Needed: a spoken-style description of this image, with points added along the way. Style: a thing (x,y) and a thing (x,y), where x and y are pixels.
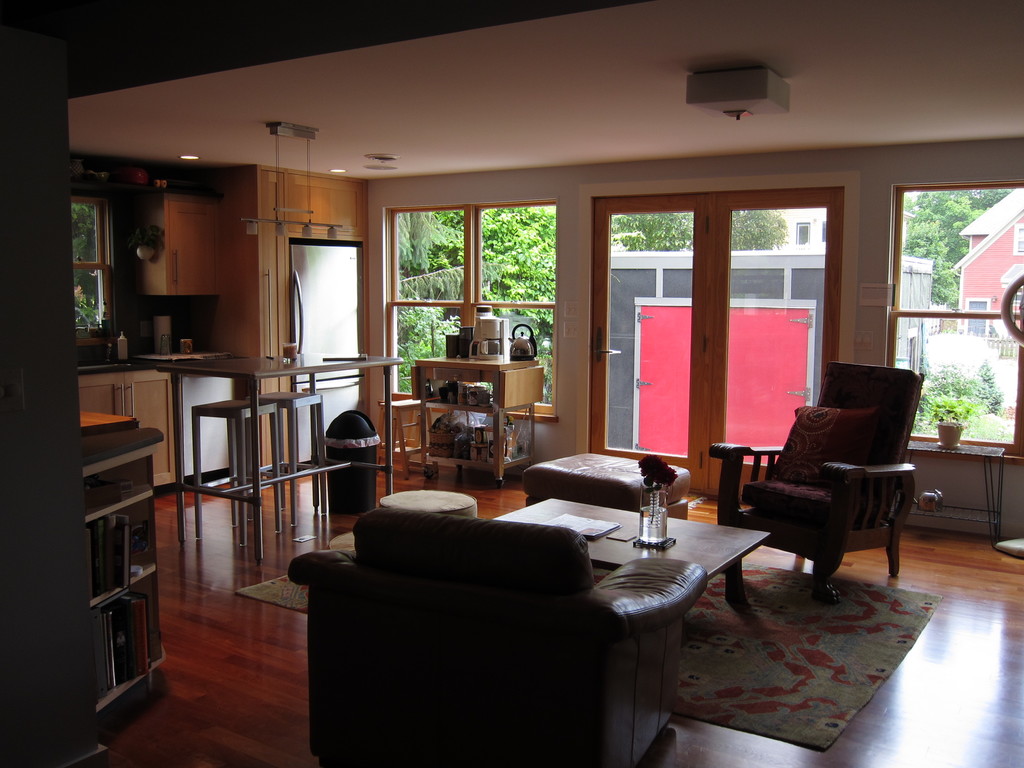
This image is taken into a living room. At the center of the image (596,510) there is a table (705,554), around the table (540,512) there is a couch (553,606), chair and a stool (599,474). On the left side of the image (227,442) there is a kitchen platform (290,367) with some utensils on it and there is a table (121,591) stored with the book (133,615), beside the platform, there is a refrigerator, beside that there is a table (503,401) with some stuff (471,441) on it, behind that there is a glass door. In the background (906,247) there are trees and buildings (800,303).
